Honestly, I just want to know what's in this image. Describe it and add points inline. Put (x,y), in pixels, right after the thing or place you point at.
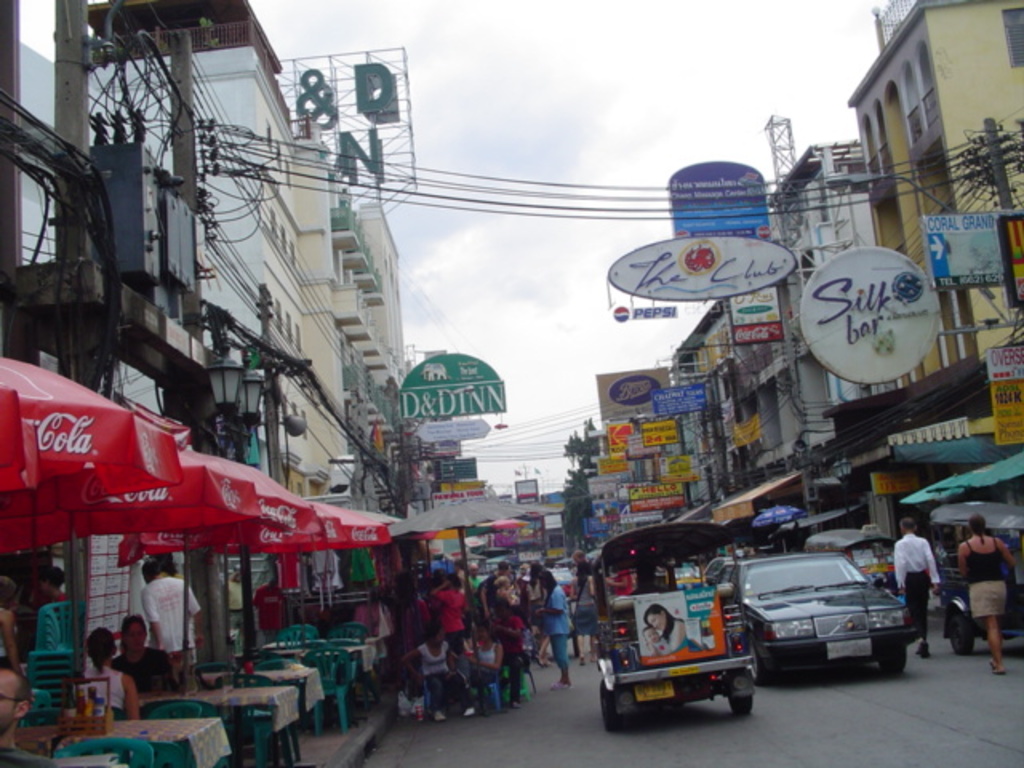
In this image I can see few buildings (964,105), current poles (998,190), few wires (1020,167), transformer (104,145), colorful boards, red color umbrellas (208,485), few tables (201,744), few chairs (175,705), vehicles (692,684), sheds (740,501), few people (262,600) are sitting on the chairs (53,612) and few are walking on the road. The sky (585,182) is in blue and white color.
